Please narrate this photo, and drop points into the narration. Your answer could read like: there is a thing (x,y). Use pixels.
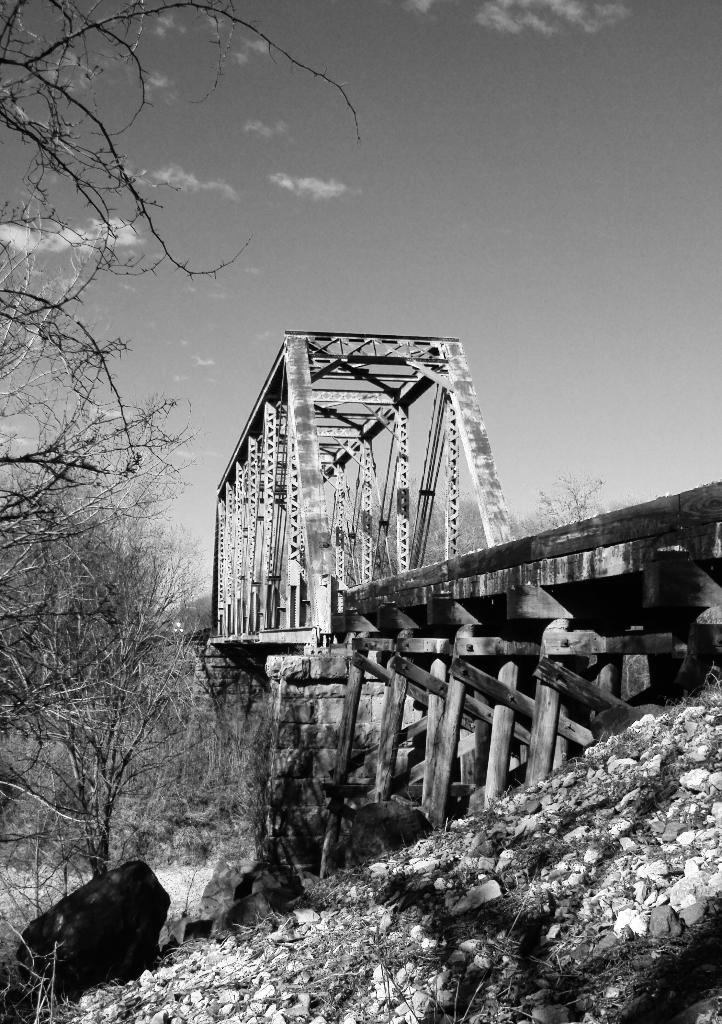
In this image we can see there is the bridge (452,645), wall (322,701), stones (277,983), trees (64,520) and the cloudy sky (479,166).
